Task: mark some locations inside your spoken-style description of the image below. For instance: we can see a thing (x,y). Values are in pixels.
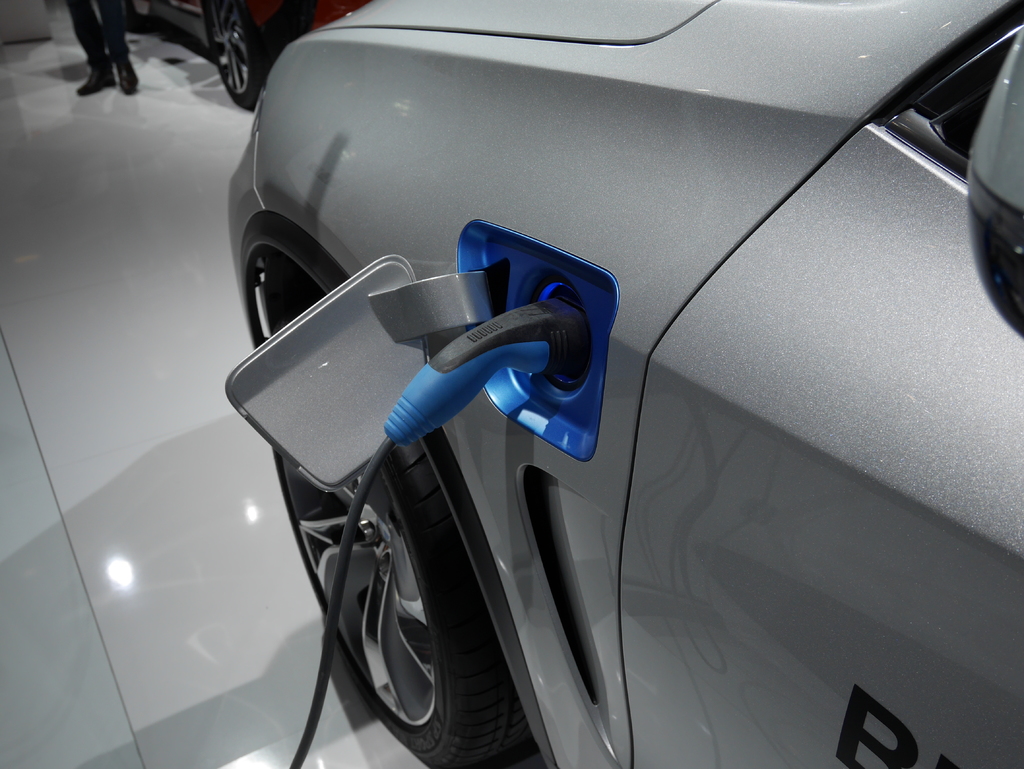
In this image, we can see a car (807,612). There is an another car (291,28) and person legs (124,55) in the top left of the image (99,63).
